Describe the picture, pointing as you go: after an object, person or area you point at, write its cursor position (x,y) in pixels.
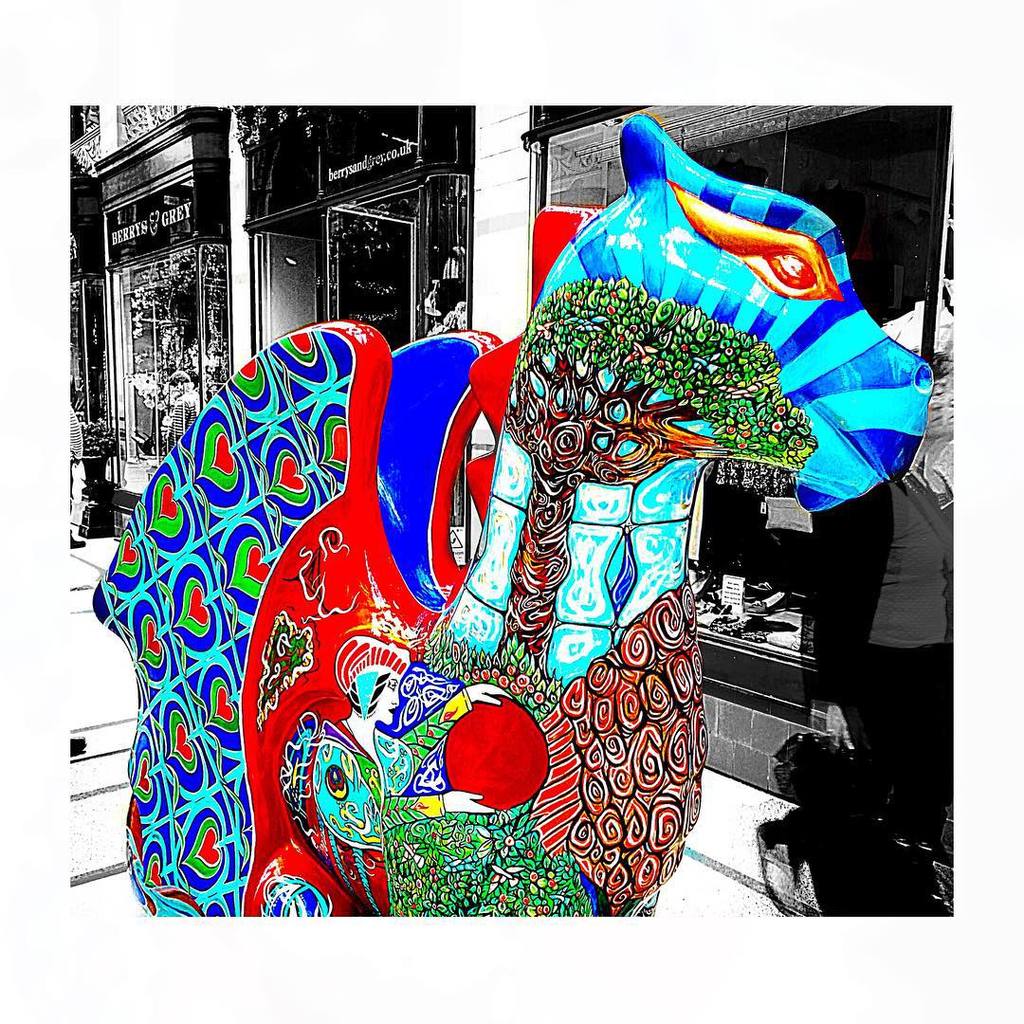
In this image we can see an animal toy (632,618), it is in blue color, here are the hearts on it, here a person (429,689) is standing, here is the tree (535,473), at back (158,304) here is the building (202,268), here is the glass door (337,233), it is in black and white.
